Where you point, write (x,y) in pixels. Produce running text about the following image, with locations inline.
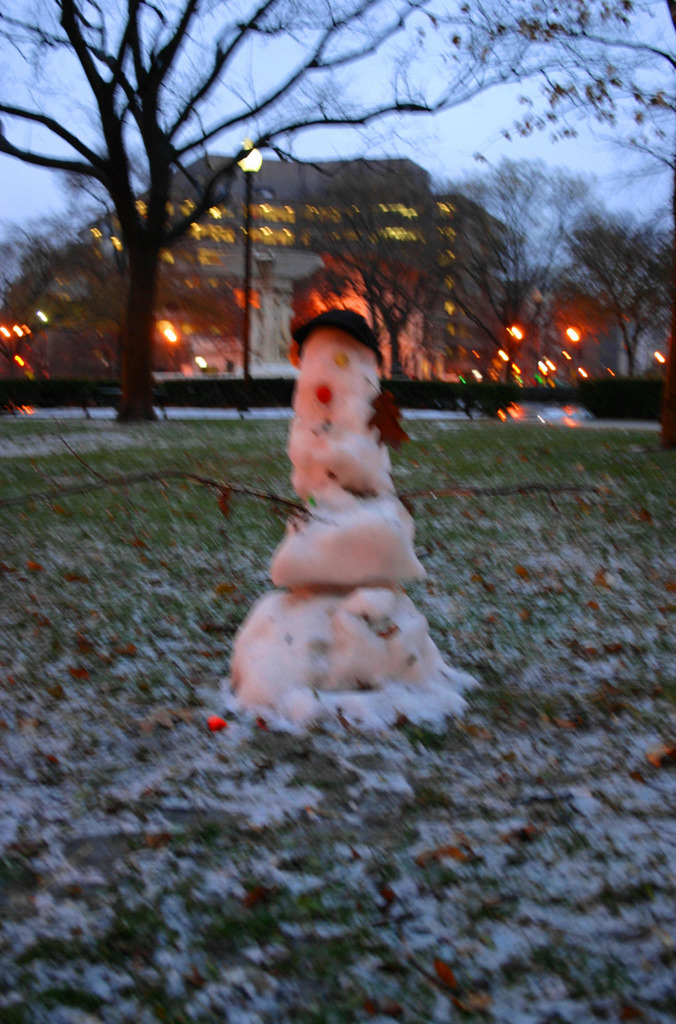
We can see snowman (322,497) and grass (364,768). In the background (476,258) we can see trees (373,258), building (354,296), lights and sky (479,112).
